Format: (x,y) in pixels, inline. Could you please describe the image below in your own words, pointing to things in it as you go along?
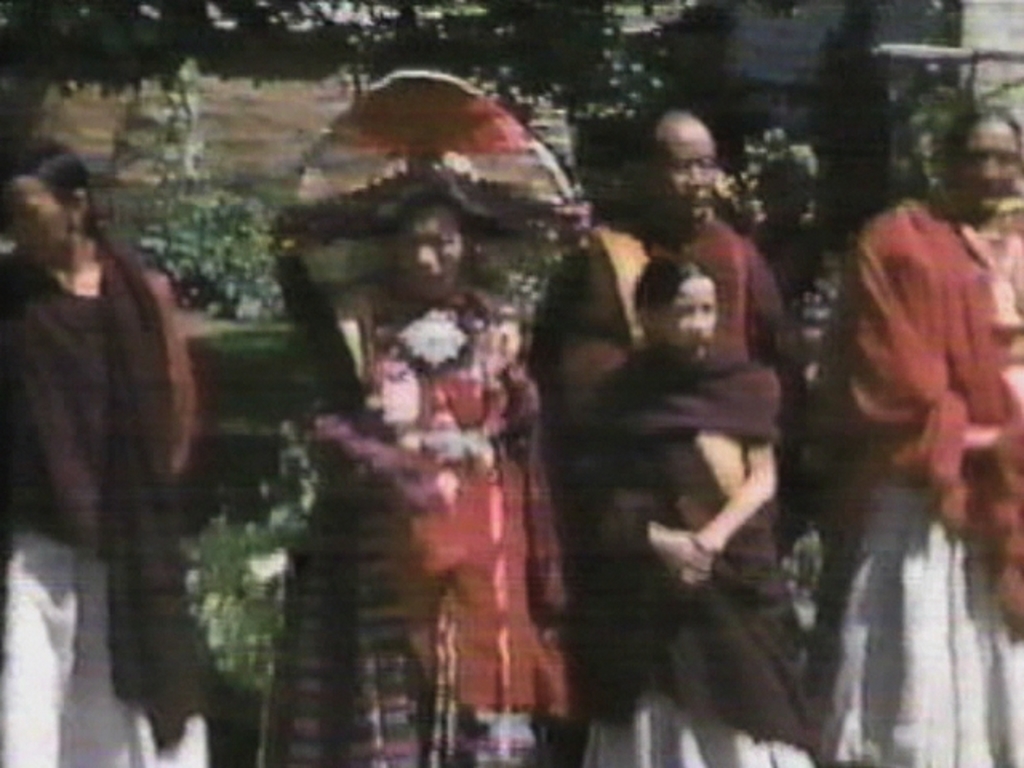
In this image I can see group of people (763,643) standing. In front (739,666) the person (705,559) is wearing maroon and white color dress (731,721) and the person (892,570) at right (934,287) is wearing red and white color dress (938,529). Background (491,14) I can see trees (541,273) in green color.
